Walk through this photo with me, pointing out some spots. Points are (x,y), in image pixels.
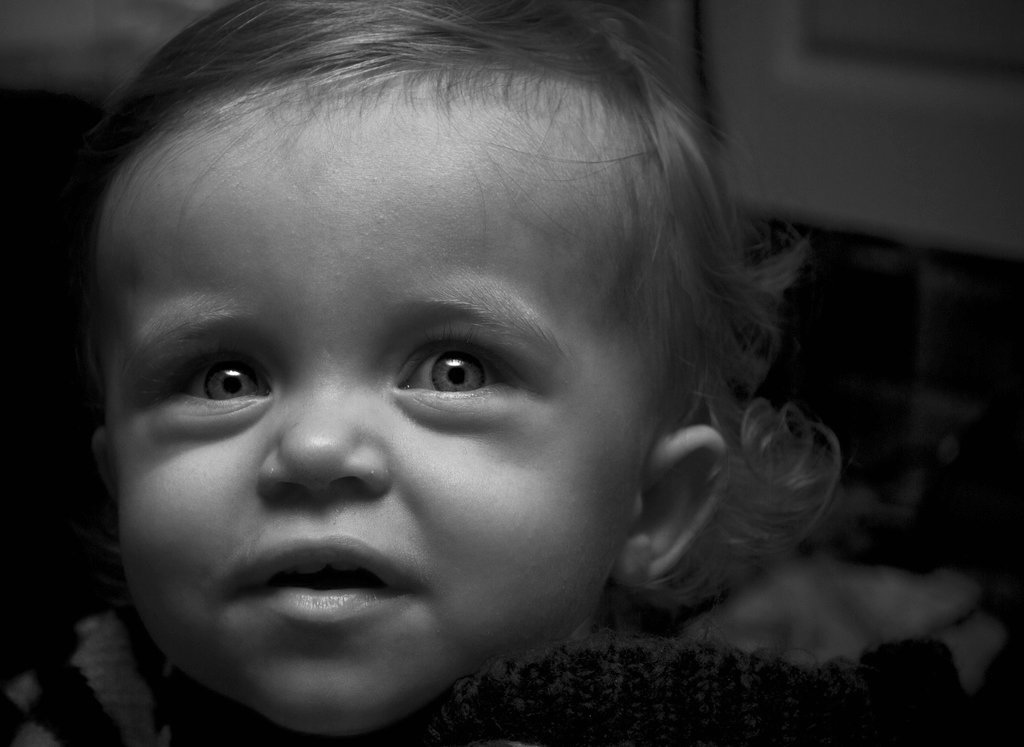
In this image we can see a kid (417,413) and blurry background (14,518).
